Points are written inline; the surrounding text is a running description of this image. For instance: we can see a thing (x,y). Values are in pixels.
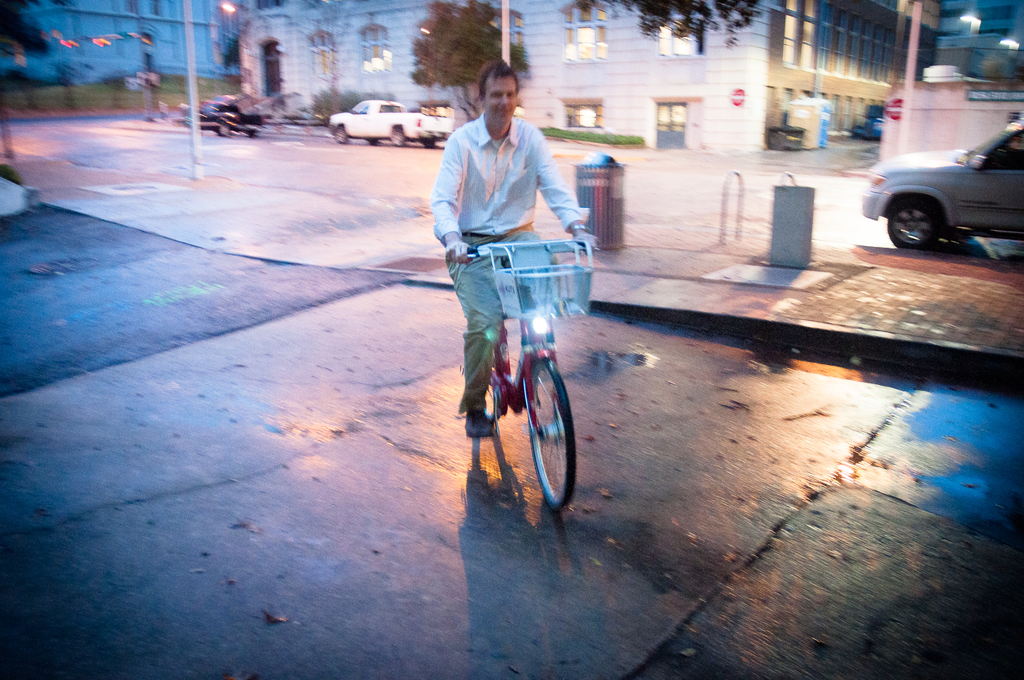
This is the picture on the road (216,260). There is a person (539,157) riding bicycle (574,442) on the road (626,572). At the right side (990,197) there is a car (944,177), at the back (388,101) there are two cars (331,118) and trees (462,24) and there is a buildings (264,50) and there are poles (190,28) on the footpath (204,197).
